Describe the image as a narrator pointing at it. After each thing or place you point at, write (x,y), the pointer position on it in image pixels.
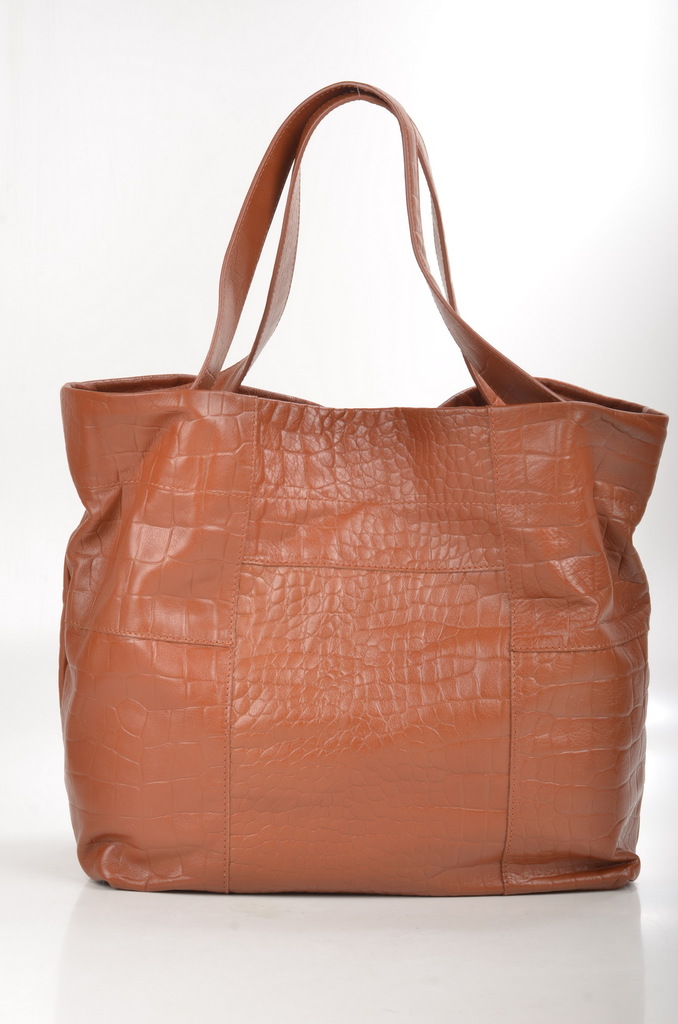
In this image we can see a bag (185,562).
